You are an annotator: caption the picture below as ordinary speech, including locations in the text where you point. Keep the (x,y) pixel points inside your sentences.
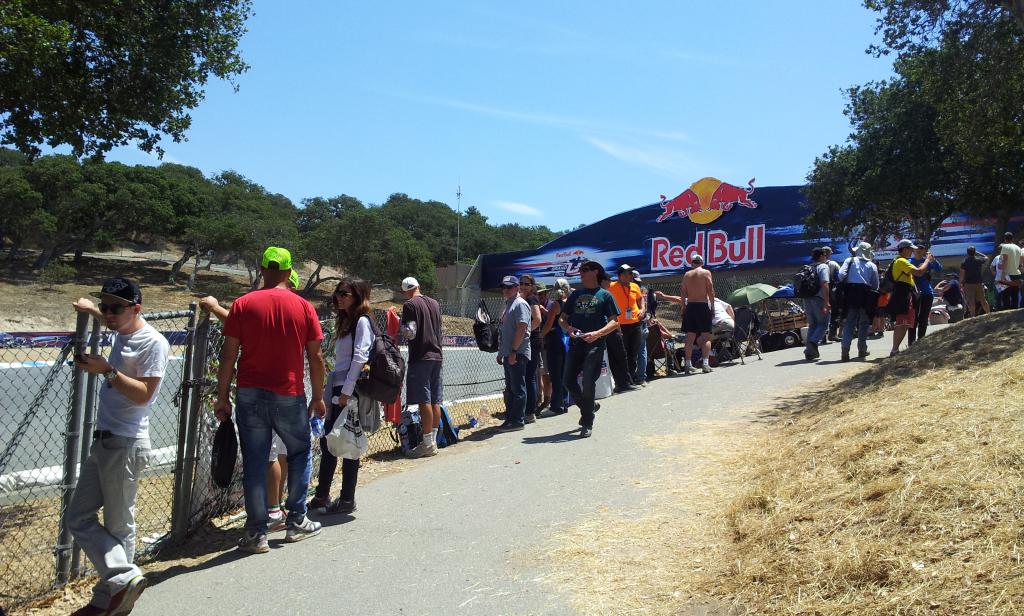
In the image we can see there are people (152,404) standing near the fencing (475,406), there is a banner (790,232) kept on the road (168,612) on it its written "Red Bull". Behind there are trees (445,244) and there are dry grass (845,417) on the ground (879,510).
